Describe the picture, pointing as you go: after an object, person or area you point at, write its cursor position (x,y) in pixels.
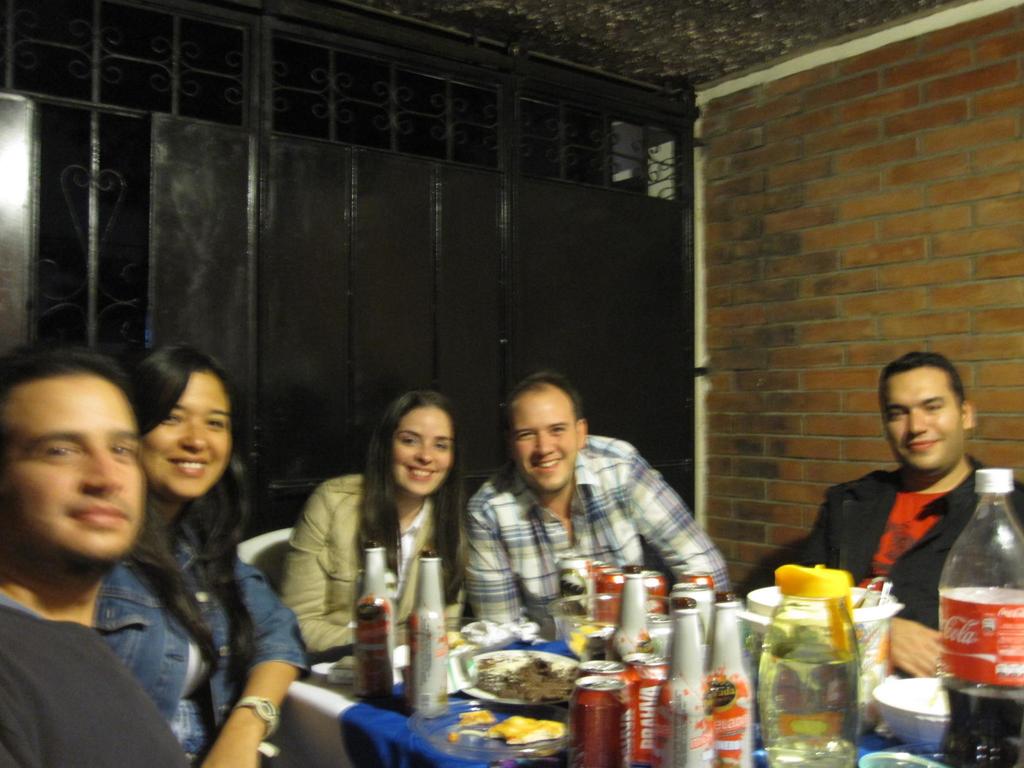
As we can see in the image there is a brick wall (829,279), few people (563,502) sitting on chairs (294,528) and a table (467,695). On table (425,752) there are bottles (831,630), plates (474,663) and food items (498,684).
